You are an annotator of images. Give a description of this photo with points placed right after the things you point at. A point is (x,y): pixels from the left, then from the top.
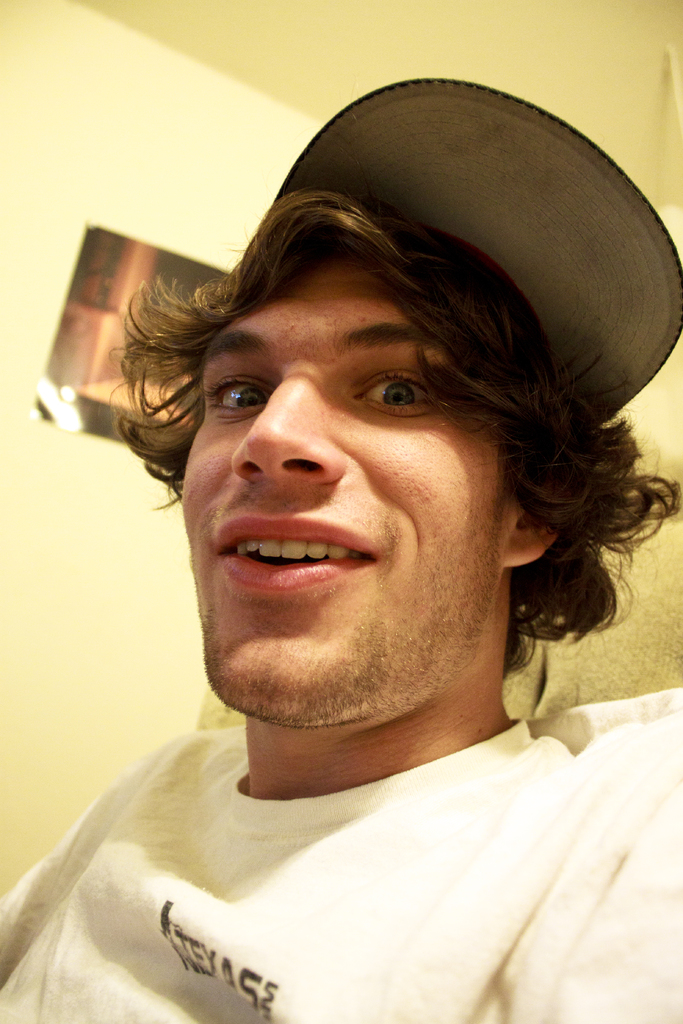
In this image, we can see a man (333,768) is seeing and smiling. He is wearing a white t-shirt (611,986). Background (143,135) there is a wall (132,132), poster (117,309). Top of the image (318,67), there is a ceiling (304,41). Here we can see a cloth (604,666).
